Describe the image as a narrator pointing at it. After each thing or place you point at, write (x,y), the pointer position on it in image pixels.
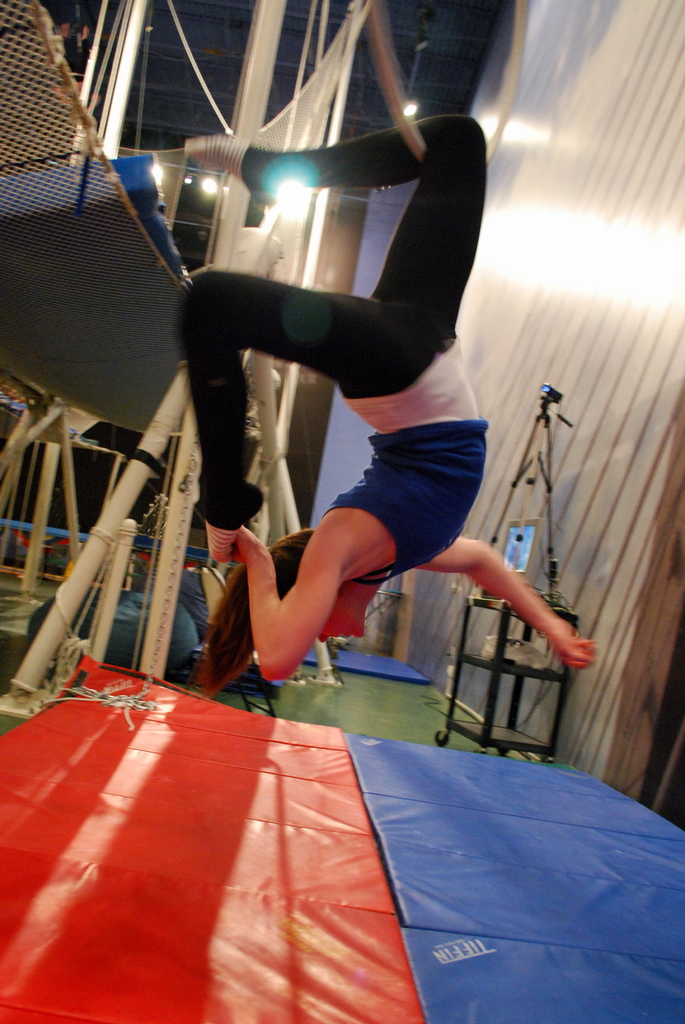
In the center of the image (449,408) we can see woman (366,529) hanging upside down. At the bottom of the image (181,934) we can see mats (611,793). In the background (20,126) we can see lights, net (62,172) and wall (330,450).
